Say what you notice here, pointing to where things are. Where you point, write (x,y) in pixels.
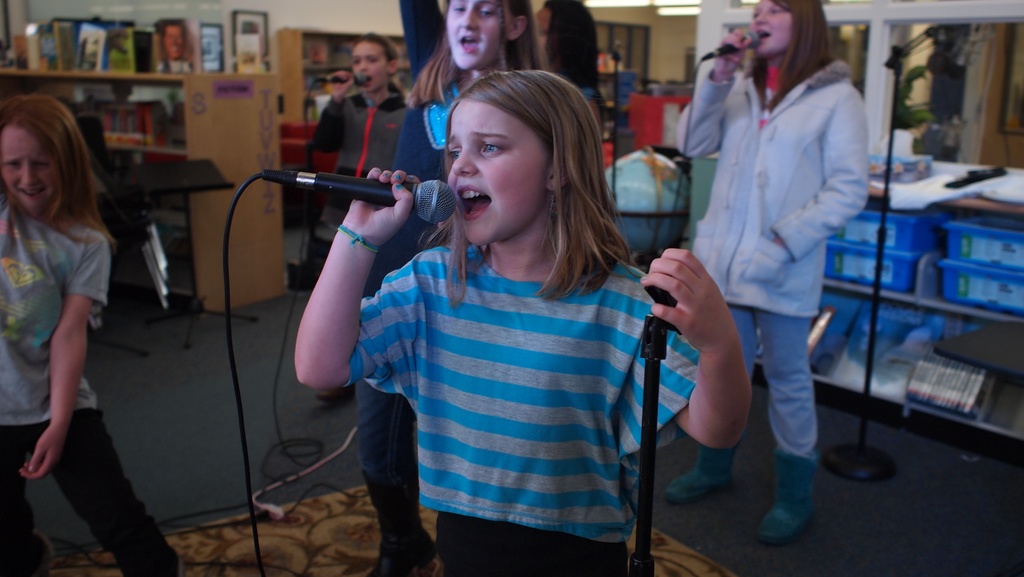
Group of girls (495,259) holding a mic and in the background (275,140) there are shelf (202,102).
